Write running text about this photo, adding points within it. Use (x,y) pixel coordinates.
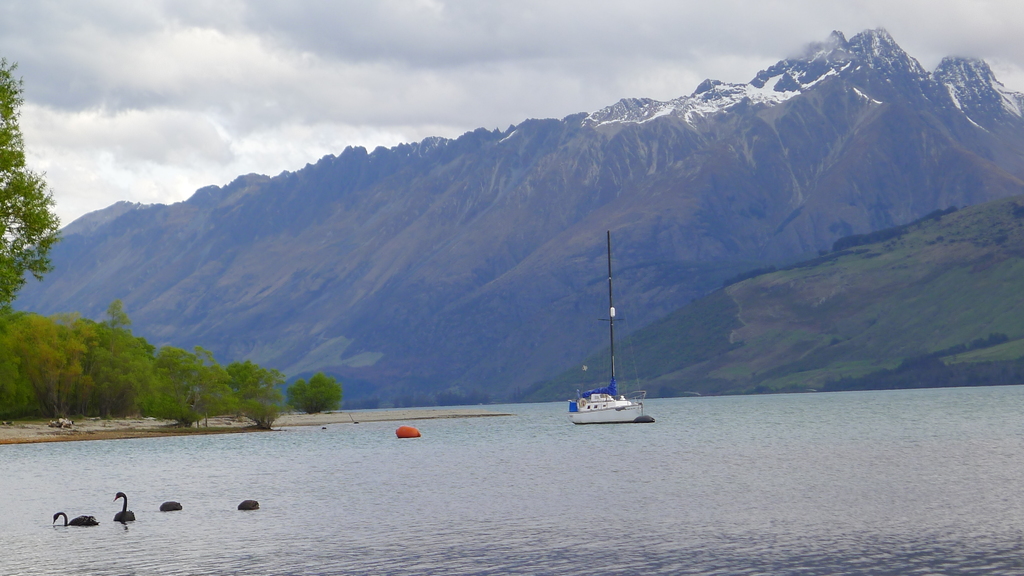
In this picture I can see there is a river (619,432) and there is a boat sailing and there are few swans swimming and there are few trees (302,398) on to left (92,370) and mountains (725,169) in the backdrop (721,130), they are covered with snow (778,97), grass (887,327) and trees (906,373) and the sky (335,22) is cloudy.
